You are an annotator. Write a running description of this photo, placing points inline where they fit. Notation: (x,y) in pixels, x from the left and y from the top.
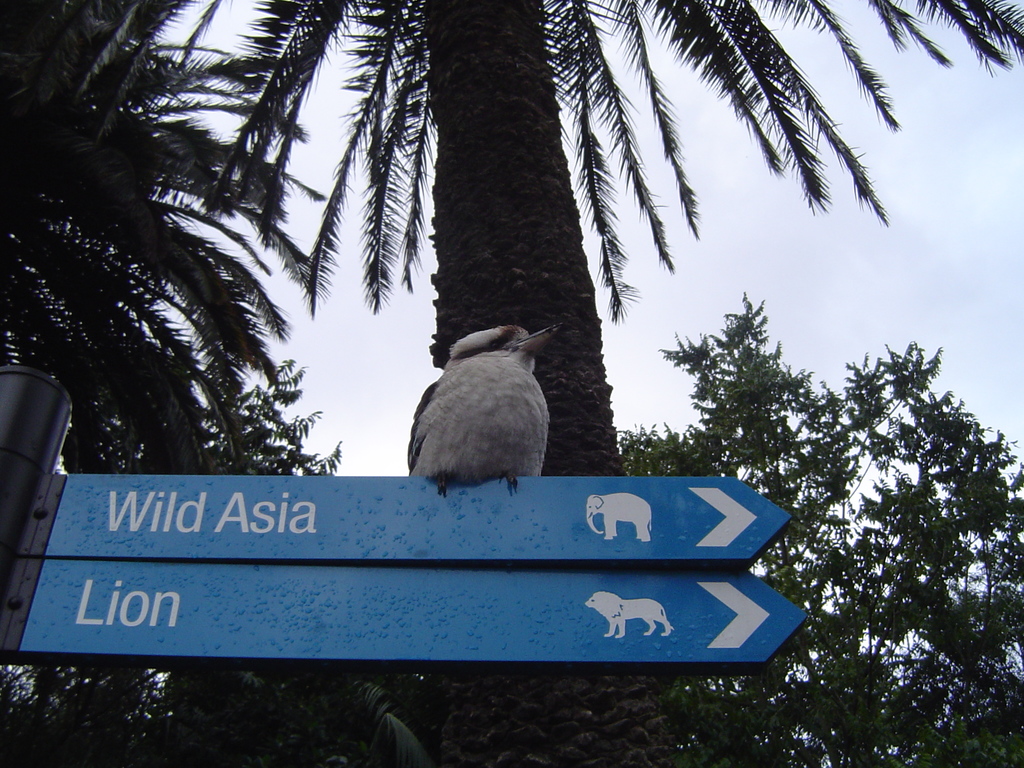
In this image we can see sign board (162,512) with pole (5,428). On the sign board (463,505) there is a bird (464,430). In the back (250,336) there are trees (833,695). In the background (692,243) there is sky (338,301).
